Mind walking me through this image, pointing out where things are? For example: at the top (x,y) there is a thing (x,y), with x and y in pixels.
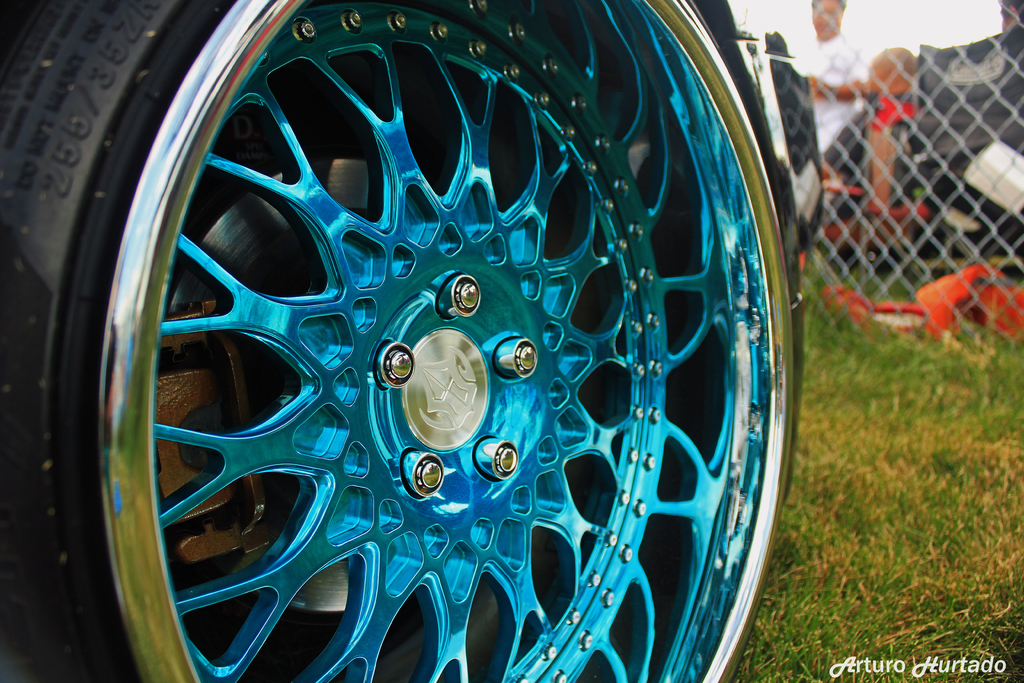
In the foreground of the picture (452,15) there is a tyre (95,73). On the right (937,429) there is grass (939,521). The background (955,160) is blurred. In the background (946,182) there are people (884,80) and fencing (980,114).
